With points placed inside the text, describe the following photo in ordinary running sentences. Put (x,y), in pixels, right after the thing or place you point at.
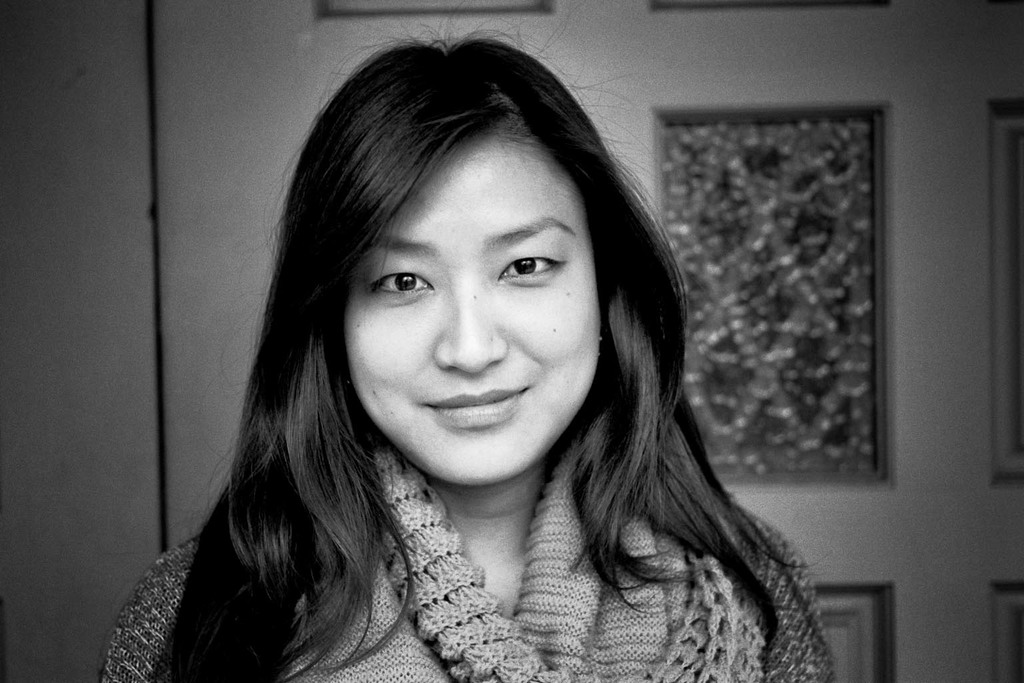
In the center of the image (493,263) we can see a lady (599,490) smiling. In the background (739,204) there is a wall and a door (804,374).
